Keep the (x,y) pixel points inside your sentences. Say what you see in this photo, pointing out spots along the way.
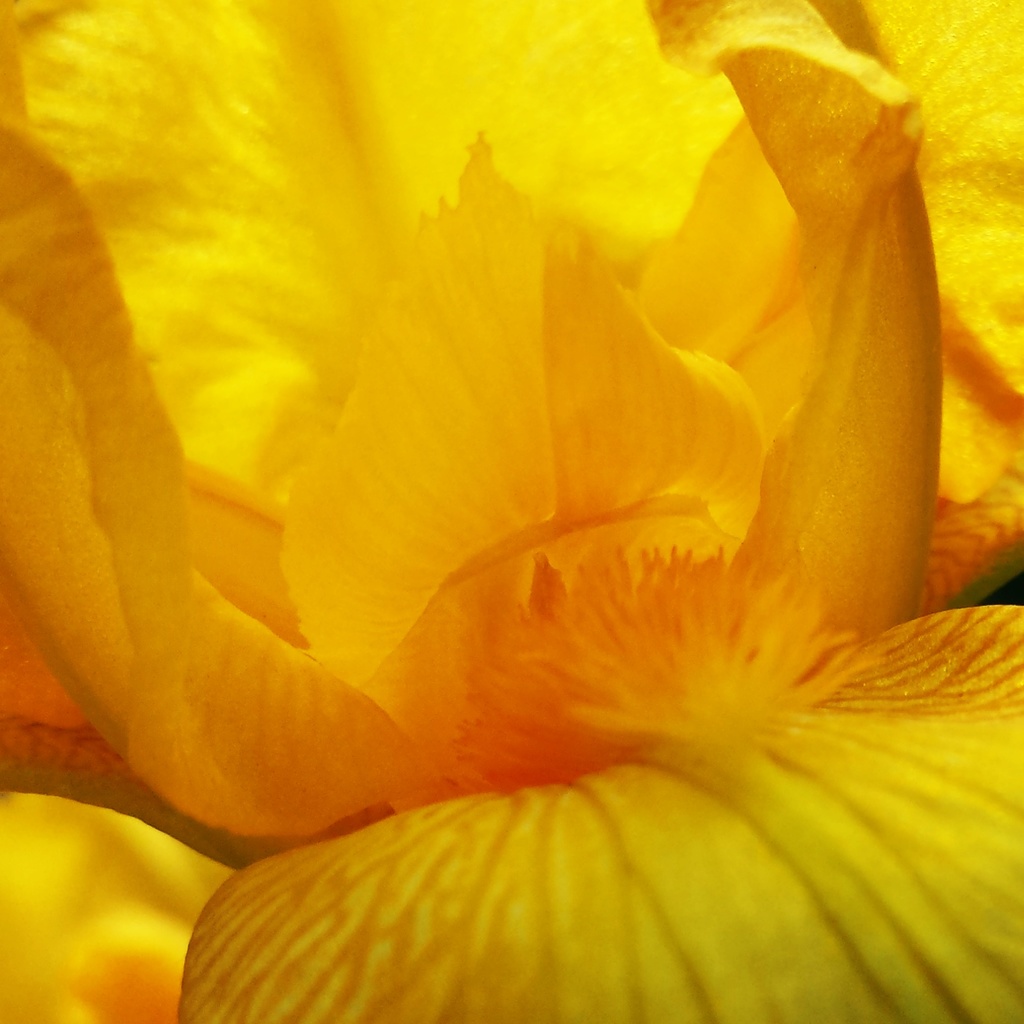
In this image we can see there is a flower (864,513) which is zoomed and the flower (331,891) is yellow color.
